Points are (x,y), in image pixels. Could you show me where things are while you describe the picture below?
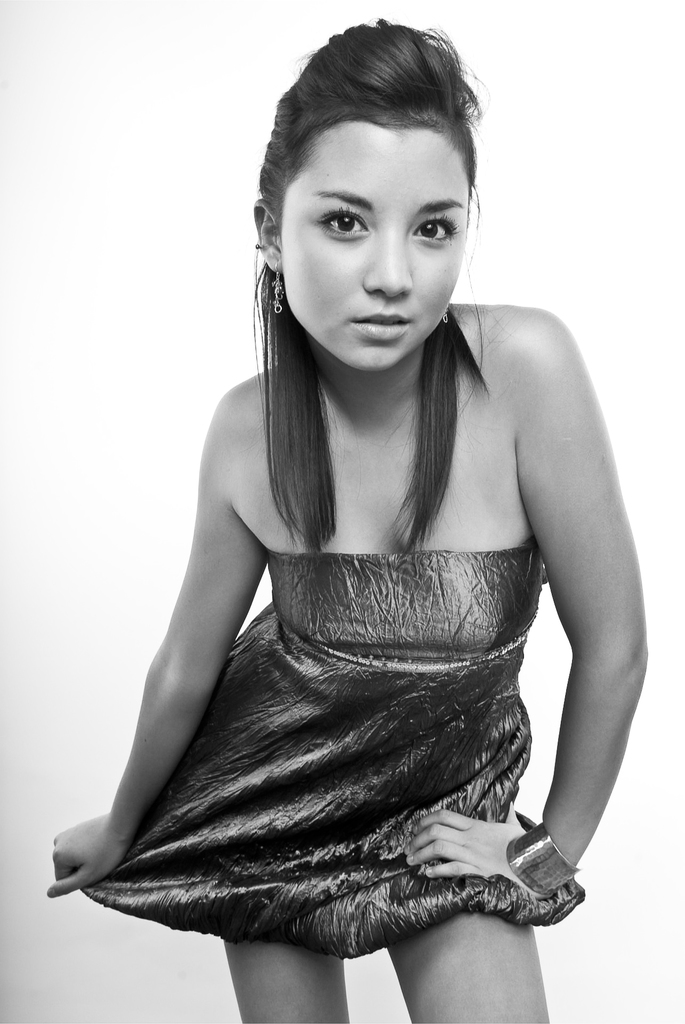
This is a black and white image. In the center of the image (233,568) there is a girl (514,496).
